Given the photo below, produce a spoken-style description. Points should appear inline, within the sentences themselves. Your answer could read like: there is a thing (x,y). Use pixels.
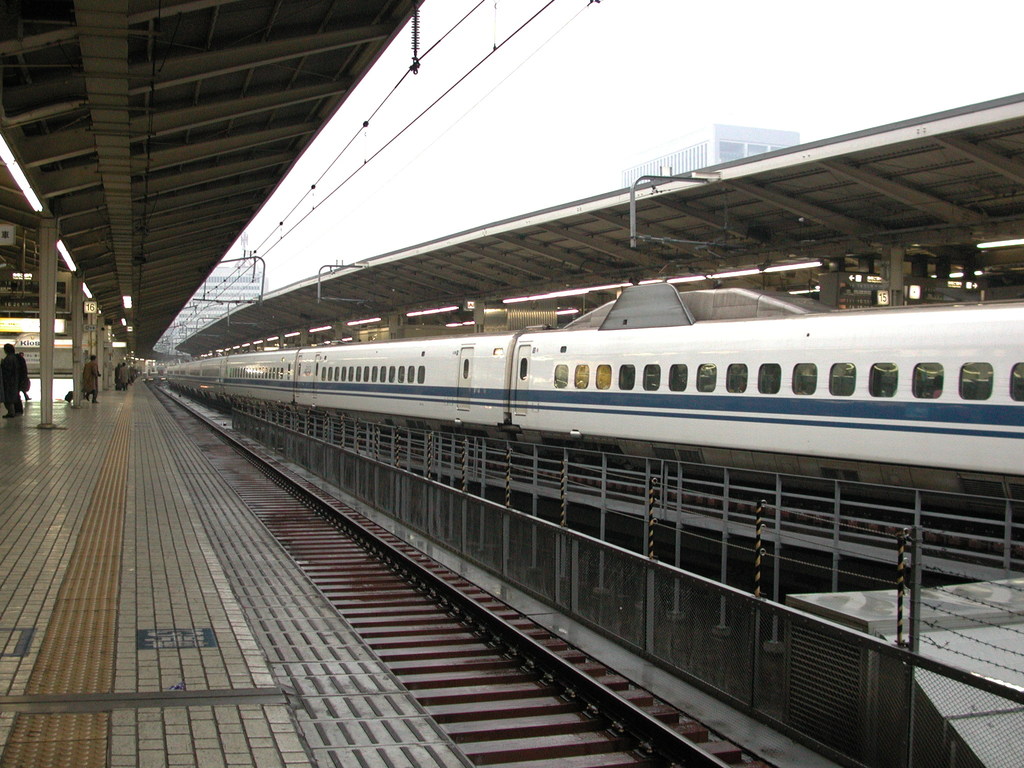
In this image I can see a train (779,362) on the railway track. Train (886,359) is in white, blue color. I can see few windows (680,366), few people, pillars (42,281), shed (232,213), fencing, wires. The sky (579,150) is in white color.
